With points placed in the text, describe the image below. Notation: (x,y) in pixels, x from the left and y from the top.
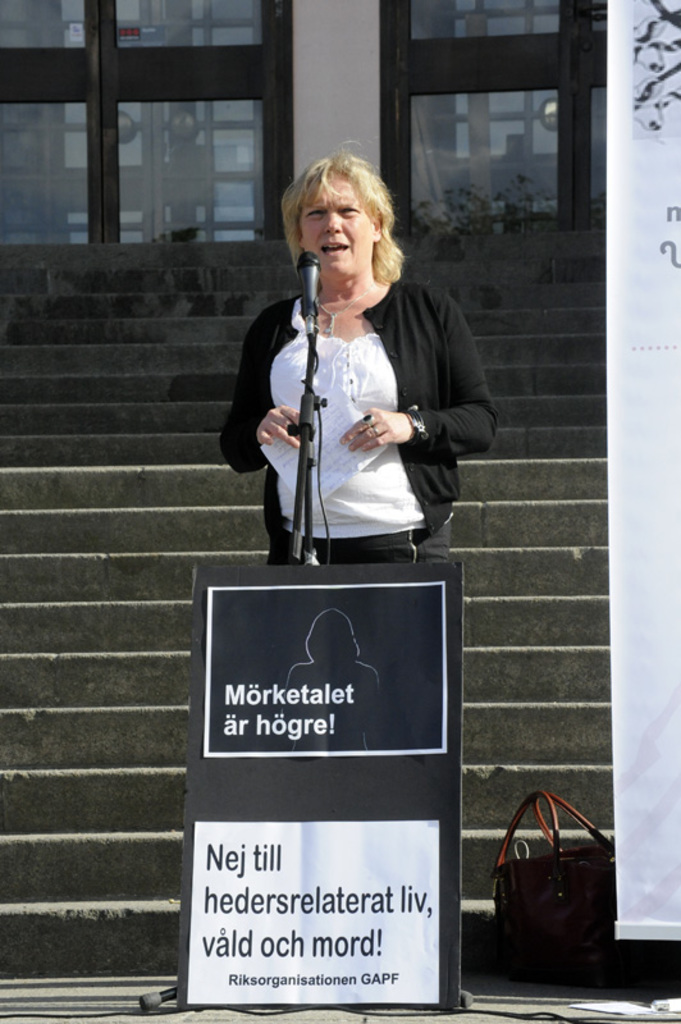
This image is clicked outside. There is a woman (333,303) standing. In front of her there is a mic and a board (301,714). She is wearing white and black color dress (387,469). Behind her there are stairs (131,664) and beside her there is a bag (595,952) and a banner (636,485) on the right side (630,802). On the top (485,14) the doors (386,60).
